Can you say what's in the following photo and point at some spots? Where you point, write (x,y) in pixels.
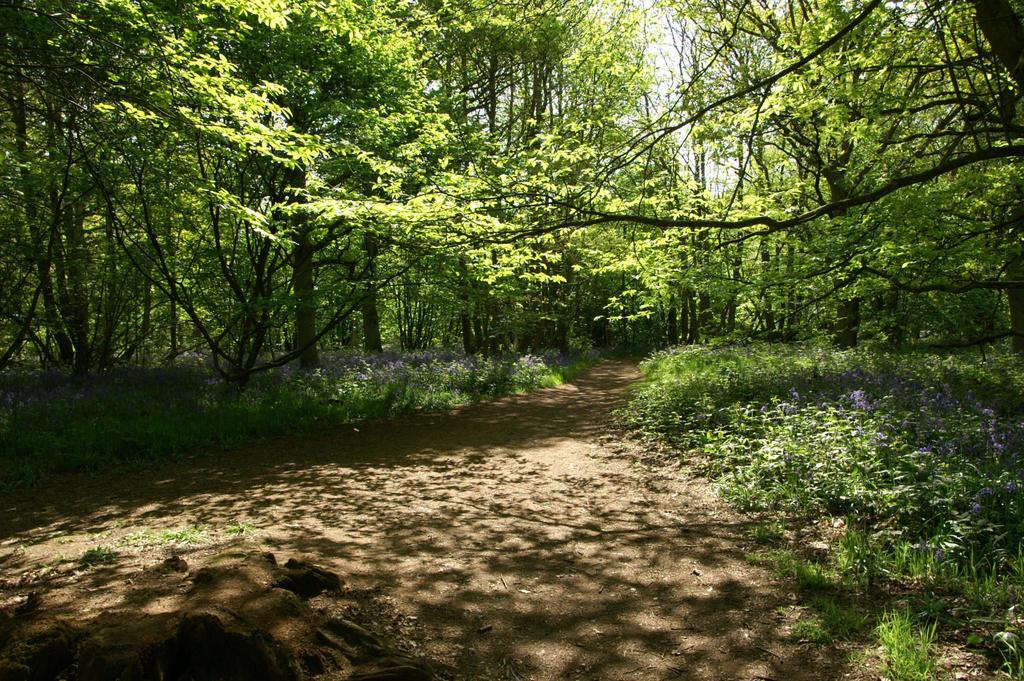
In this image we can see few plants (736,397), trees (628,241) and the sky (670,49) in the background (700,117).
